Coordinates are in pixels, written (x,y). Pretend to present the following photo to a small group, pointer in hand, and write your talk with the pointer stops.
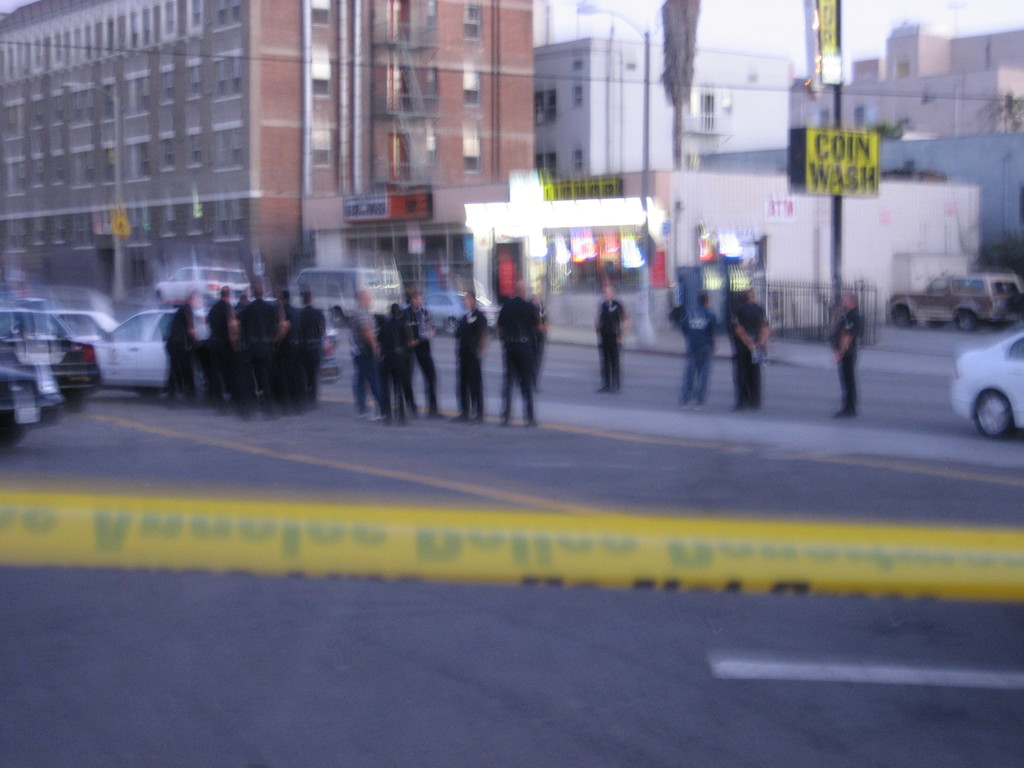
In this picture we can see a crowd of people (191,341) standing on the road (678,390) and cars (141,343) and here it is a ribbon (664,518) and in background (97,171) we can see building (365,141) with windows (140,90) and a pole (118,285) with sign board (123,229) attached to it and sky (866,5) and also some banners (811,128) and the crowd of people (689,332) looking like officers (276,345) and here we can see a fence (780,304) beside the houses (939,117) and trees (1014,112) above the houses (994,125).
